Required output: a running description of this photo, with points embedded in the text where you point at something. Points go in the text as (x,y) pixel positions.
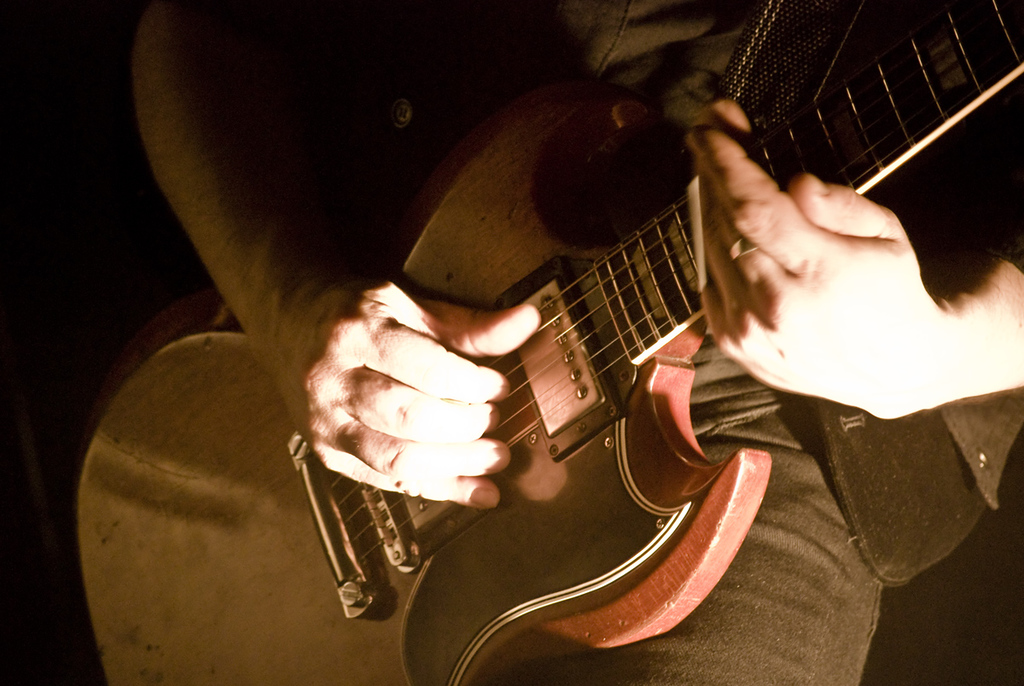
In this image we can see a person (152,45) holding a guitar (173,664) in his hand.
